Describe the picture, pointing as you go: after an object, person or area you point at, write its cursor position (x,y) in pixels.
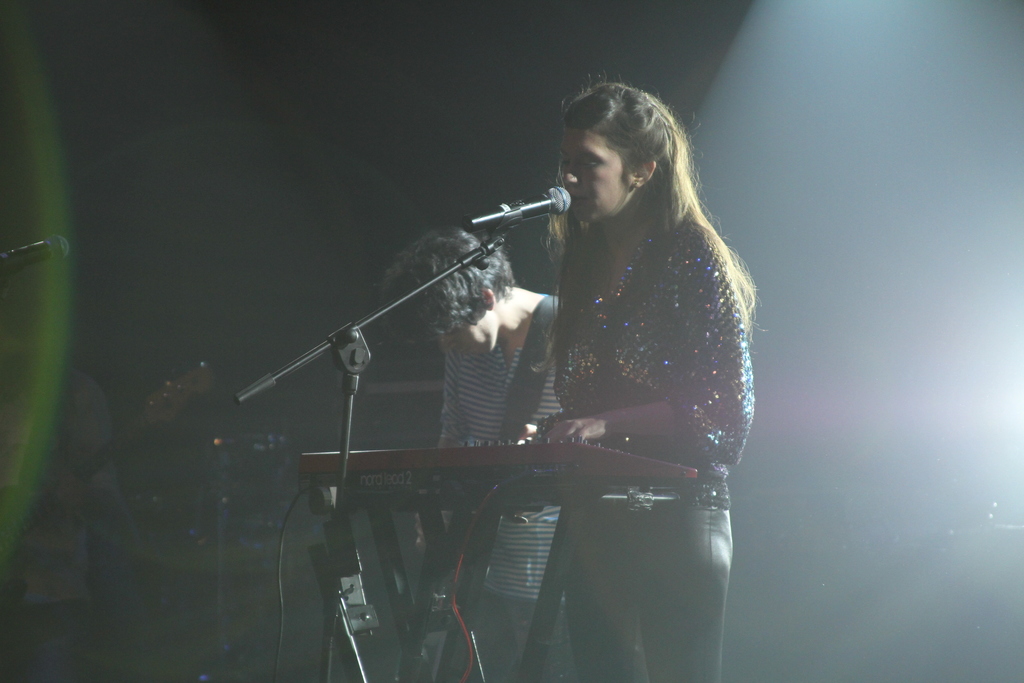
In this image I can see a woman (629,424) and a man (492,381) are standing. Here I can see a microphone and musical instrument (502,493). The background of the image (421,196) is dark.
